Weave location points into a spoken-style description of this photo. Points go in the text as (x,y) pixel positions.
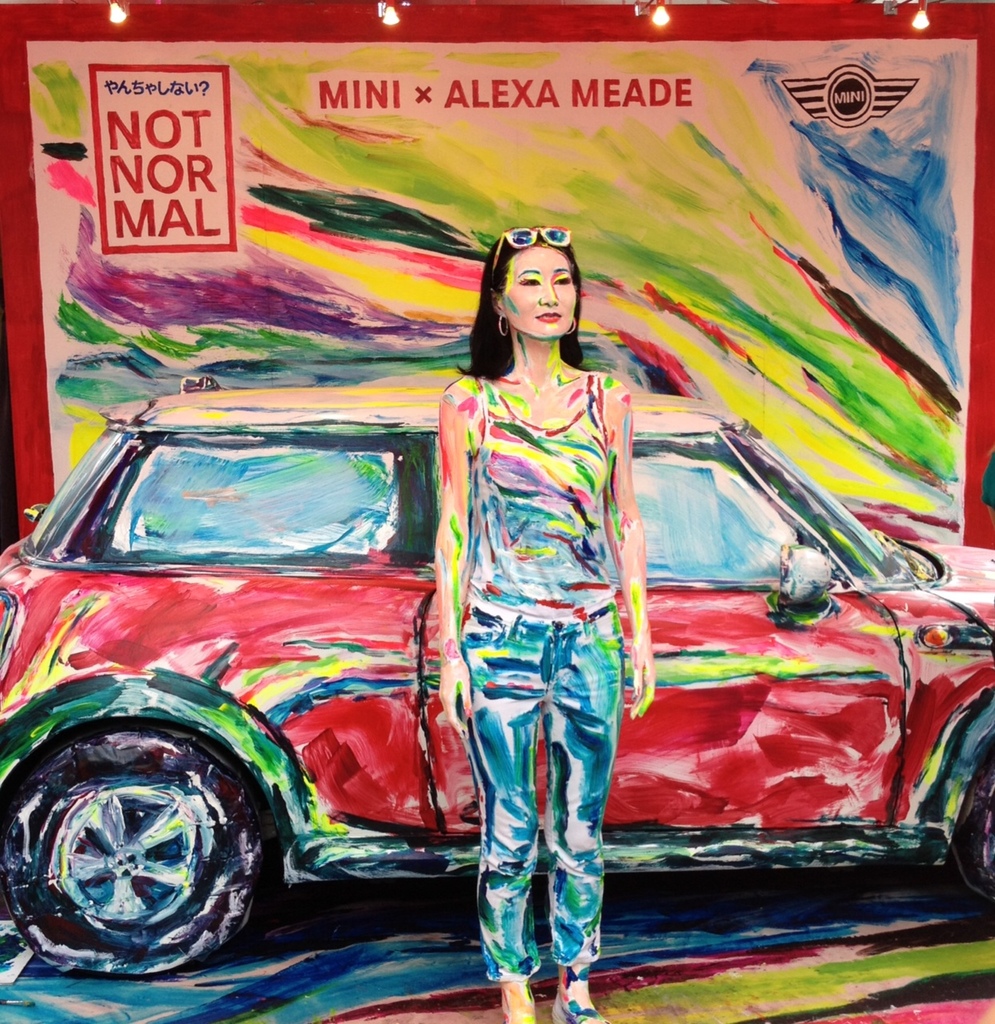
In this image there is a painting (487,549), in that there is a lady (555,589) standing, behind her there is a car (130,547), in the background (968,10) there is a poster (163,225), on that poster (368,119) there is some text (345,96), at the top (894,9) there are lights (120,16).
